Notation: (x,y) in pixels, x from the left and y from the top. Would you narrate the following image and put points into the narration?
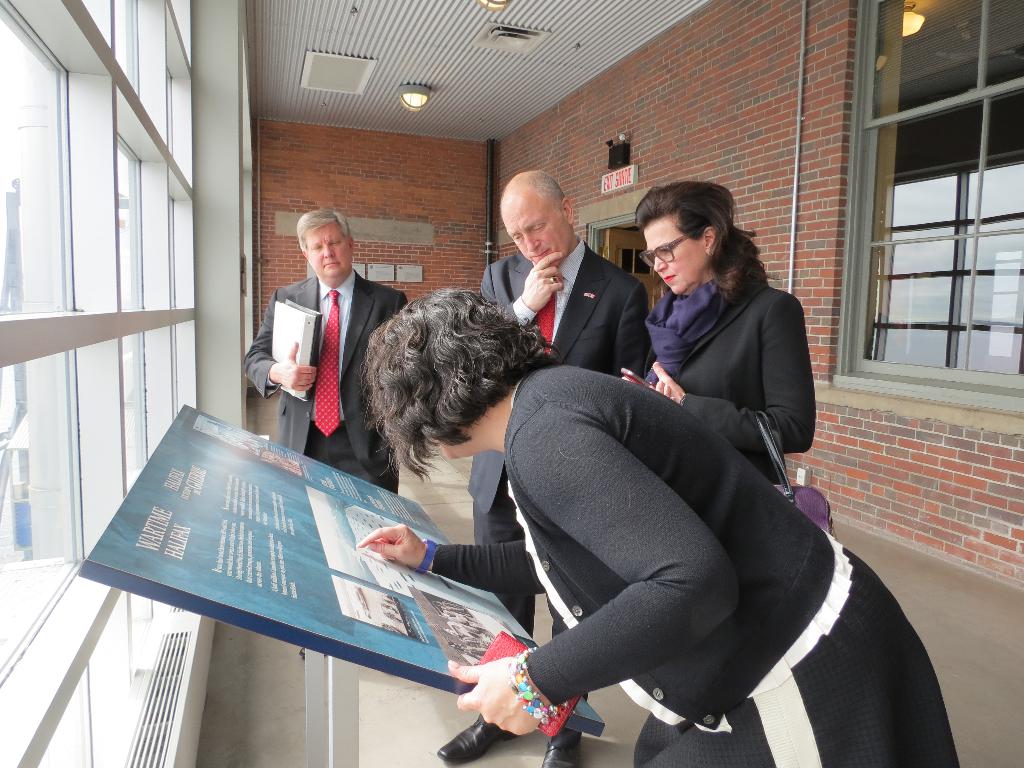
This image consists of 4 persons (511,416). Two (679,484) are women (518,431), two (550,343) are men (559,338). All are wearing coats (600,466). There is a board (287,496) in the middle (391,505). There are windows (997,314) on the right side (909,298) and left side (25,124). There are lights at the top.
